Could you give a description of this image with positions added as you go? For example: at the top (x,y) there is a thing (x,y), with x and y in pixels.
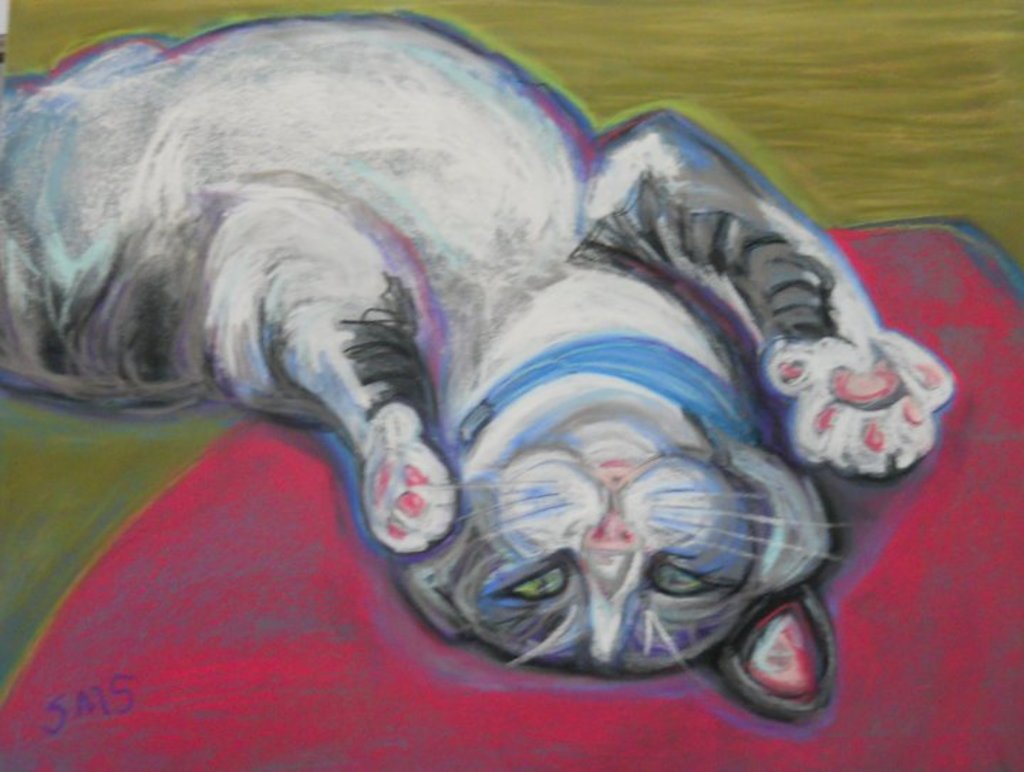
In this image we can see painting (256,347) of a cat (487,313).
